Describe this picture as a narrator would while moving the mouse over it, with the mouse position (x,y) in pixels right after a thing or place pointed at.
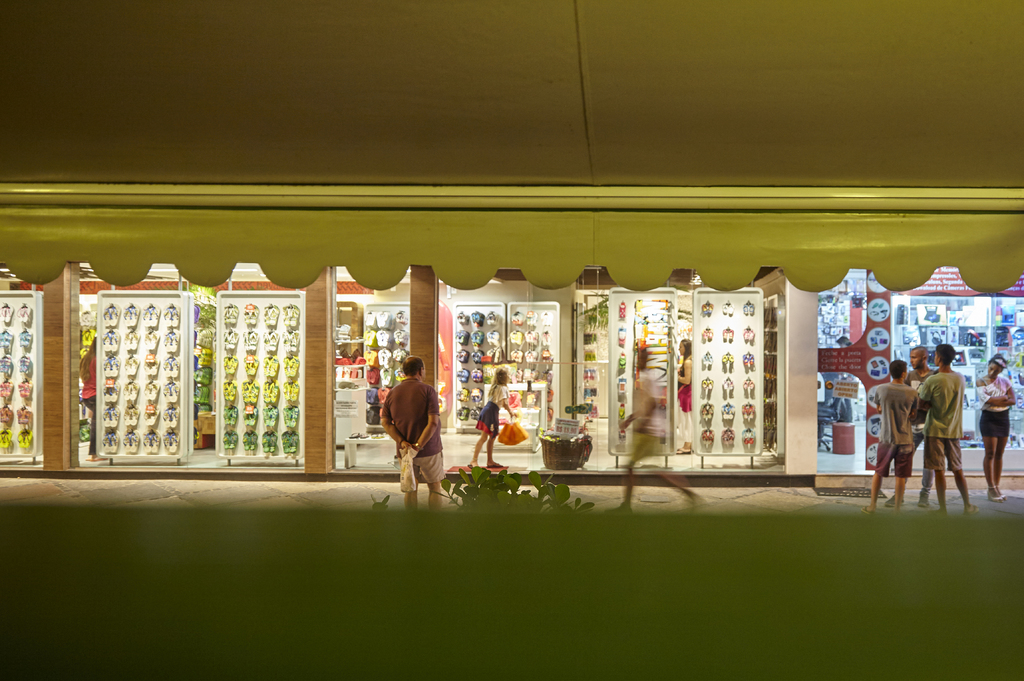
In this image in the center (467,326) there are some stores (270,376) and some persons (931,424) are walking, and some of them are standing and there is one plant (517,493) at the bottom (522,492). And at the top (241,214) there is tent (968,190), in the stores (52,394) we could see some footwear (169,357).
